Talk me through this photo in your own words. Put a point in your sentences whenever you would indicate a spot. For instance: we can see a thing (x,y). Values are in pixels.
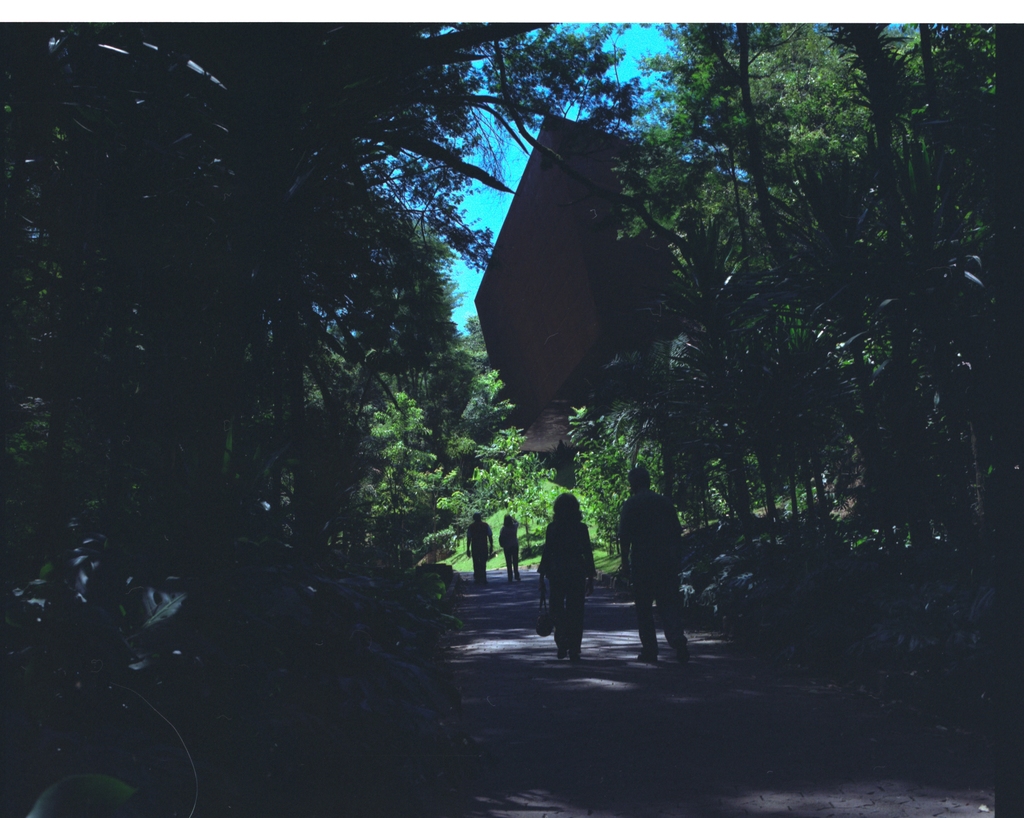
In this image there are four people (506,528) walking on the road (612,810), and in the background (706,443) there are plants (851,486), trees (474,489), a building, sky (501,166).
